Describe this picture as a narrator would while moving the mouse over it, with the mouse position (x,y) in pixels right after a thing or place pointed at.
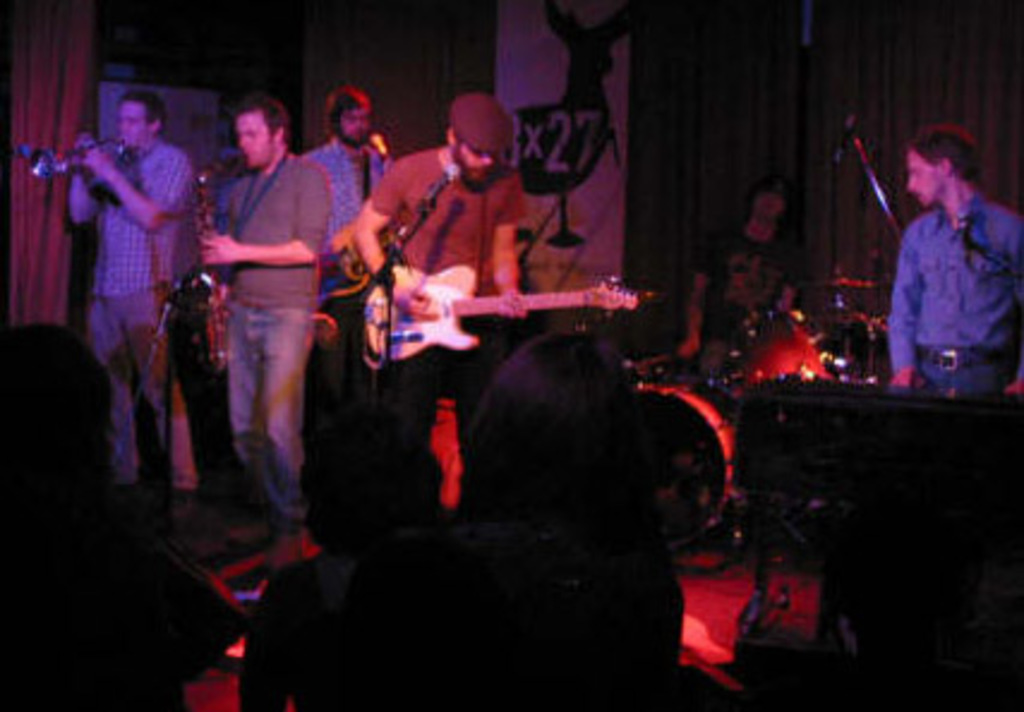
This picture there are some people (261,278) standing on the stage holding a different musical instruments (451,308) in their hands (97,169) and playing them. In the background (752,294) there is a guy (732,331) playing drums (701,370) here. We can observe some curtains (724,96) and a wall (591,119) here.
